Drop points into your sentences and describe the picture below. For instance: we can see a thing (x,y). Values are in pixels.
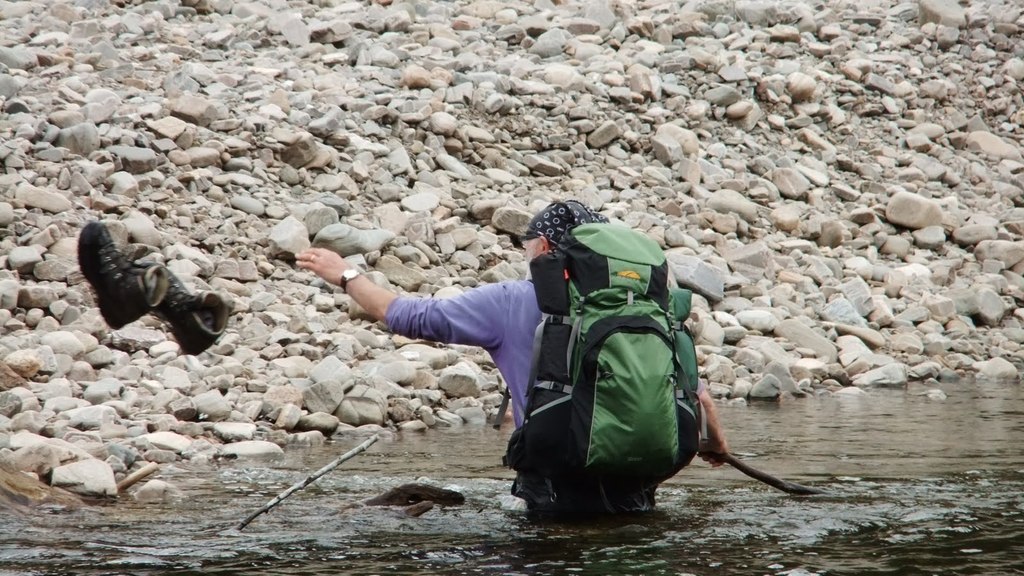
In this image we can see a person (549,230) wearing bag (645,315) and spectacles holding a stick (788,488) in his hand (715,442) is standing the water (510,479). To the left side of the image (109,287) we can see two shoes (161,314). In the background (247,419), we can see the stones (788,133).
